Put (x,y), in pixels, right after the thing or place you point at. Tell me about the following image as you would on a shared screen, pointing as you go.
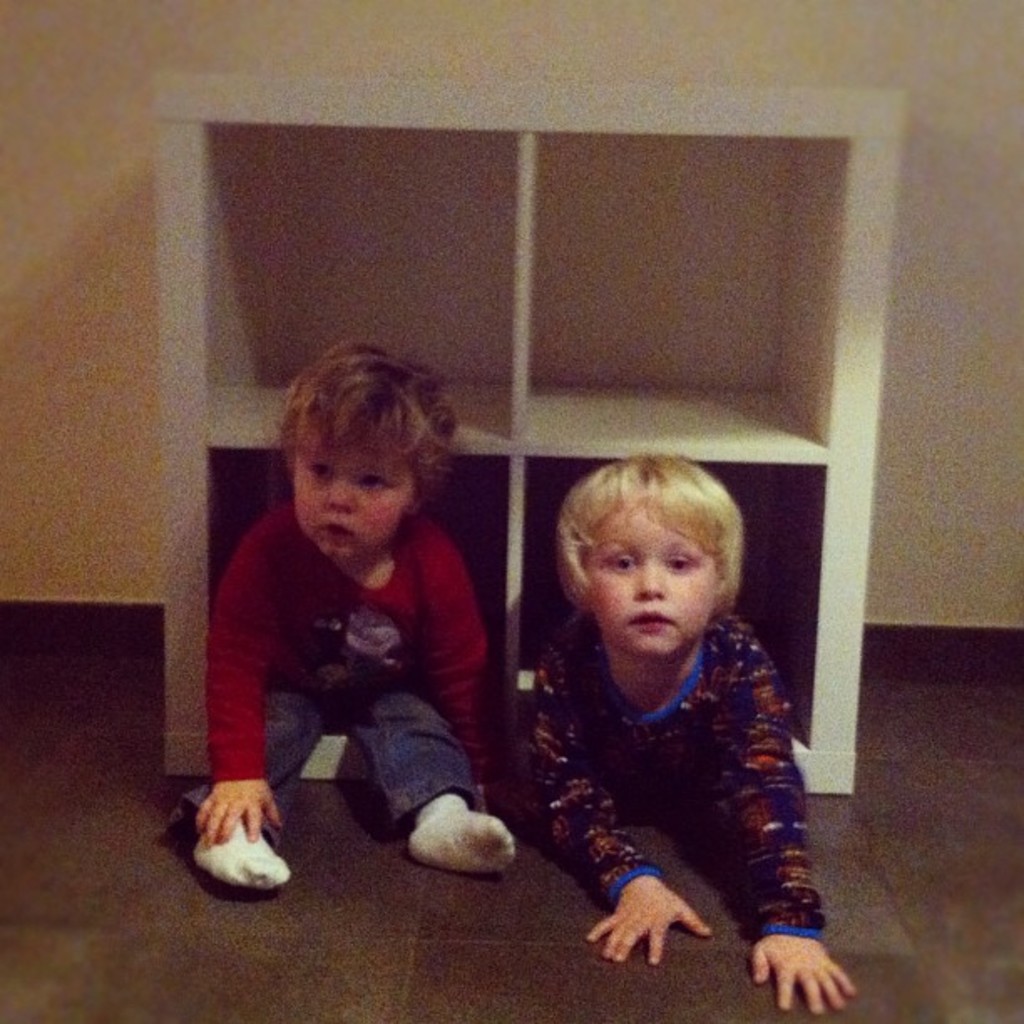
Here in this picture we can see two children (389,666) present on the floor (486,887) and behind them we can see a wooden rack (889,219) present.
